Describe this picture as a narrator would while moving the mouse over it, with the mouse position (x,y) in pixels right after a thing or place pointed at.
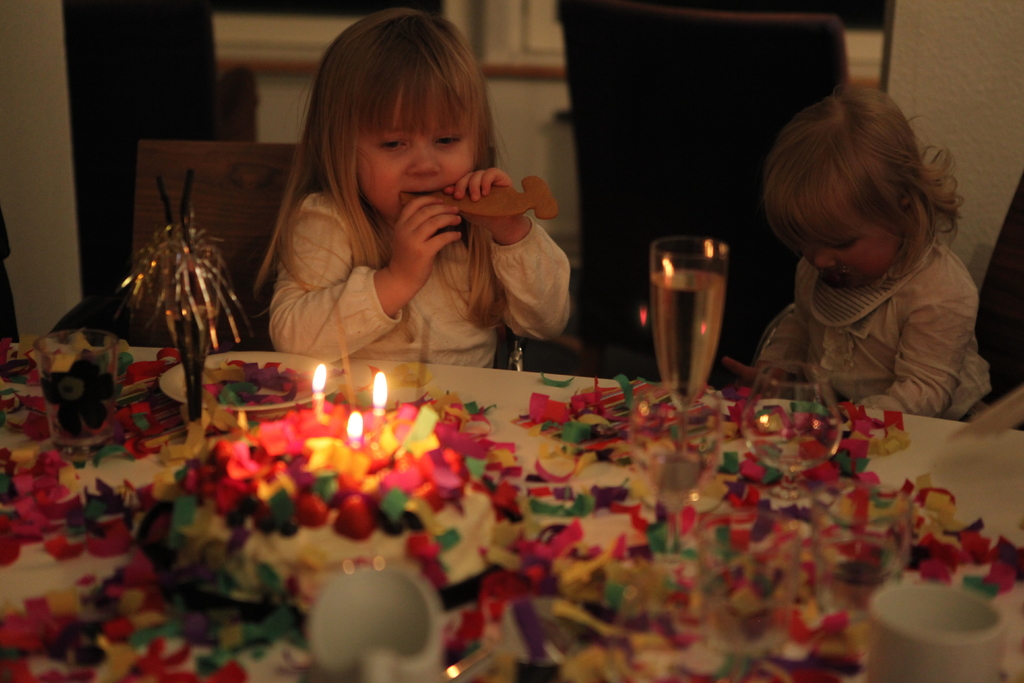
In this picture there are two kids (390,267) sitting in chairs (627,281) and there is a table (627,534) in front of them which has few glasses (655,456), cake (360,501), candles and some other objects (662,575) on it.
